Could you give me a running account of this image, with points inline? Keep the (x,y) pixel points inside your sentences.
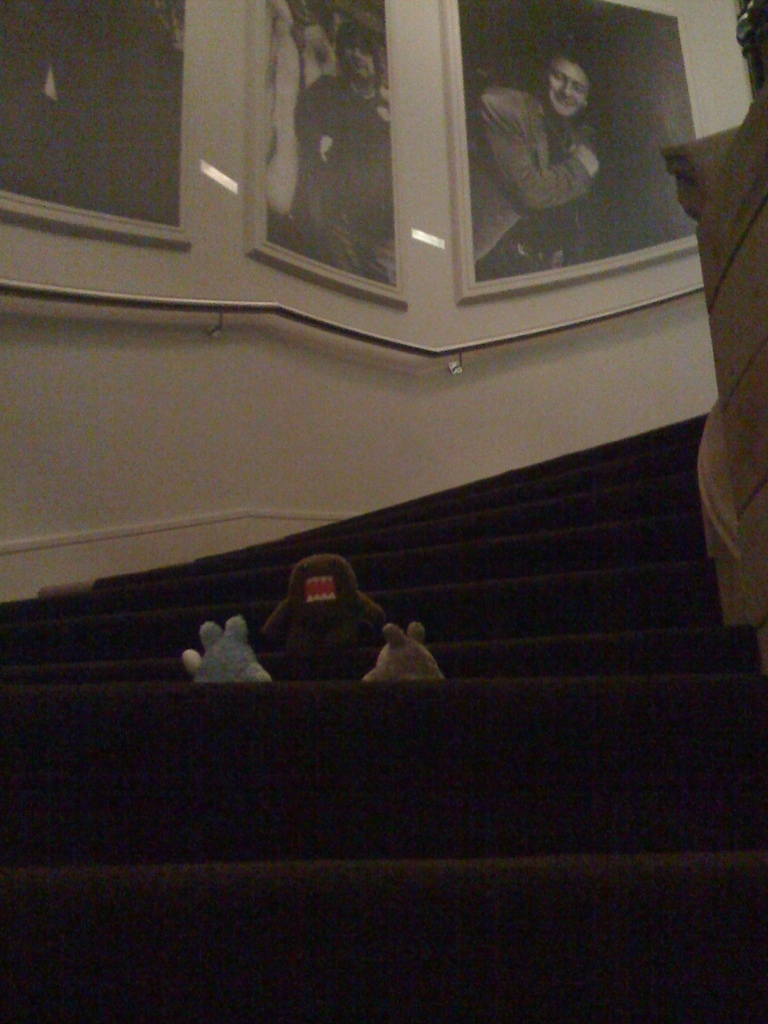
In this image we can see stairs (549,626). On the stairs (218,589) there are some toys (312,627). In the background of the image (497,289) there are some photo frames (394,163) attached to the wall (356,300).
